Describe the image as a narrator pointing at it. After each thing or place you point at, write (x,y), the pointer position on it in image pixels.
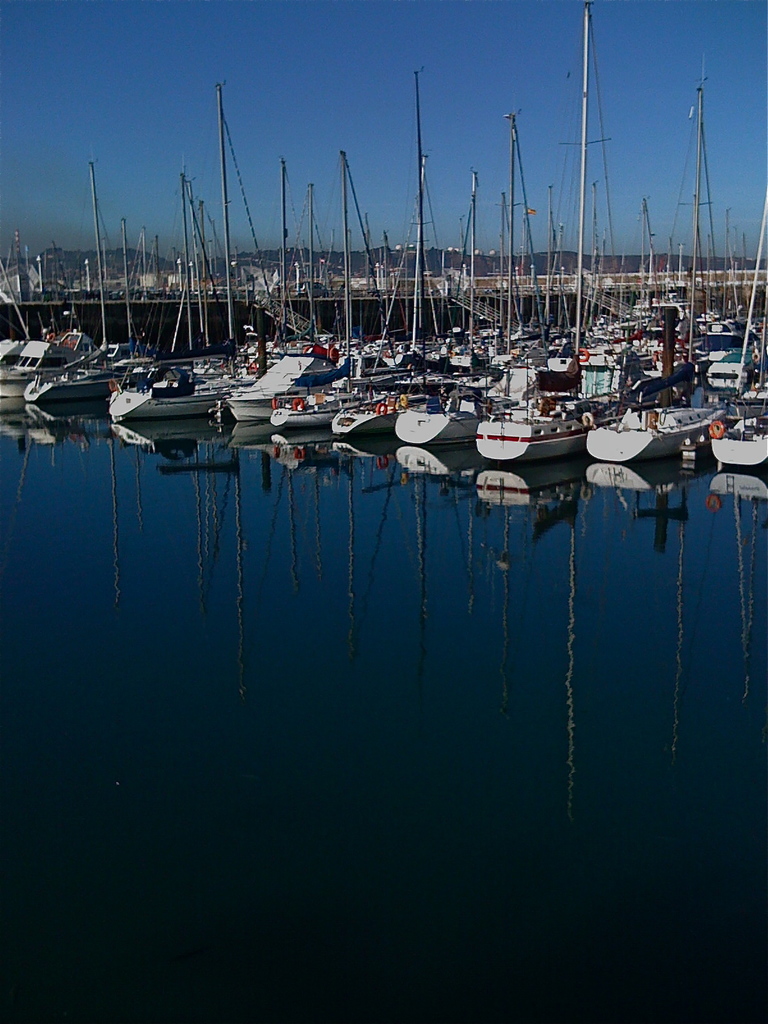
In this picture we can see a group of boats (731,357) on water (364,570), poles (124,225) and in the background (458,177) we can see the sky (508,169).
